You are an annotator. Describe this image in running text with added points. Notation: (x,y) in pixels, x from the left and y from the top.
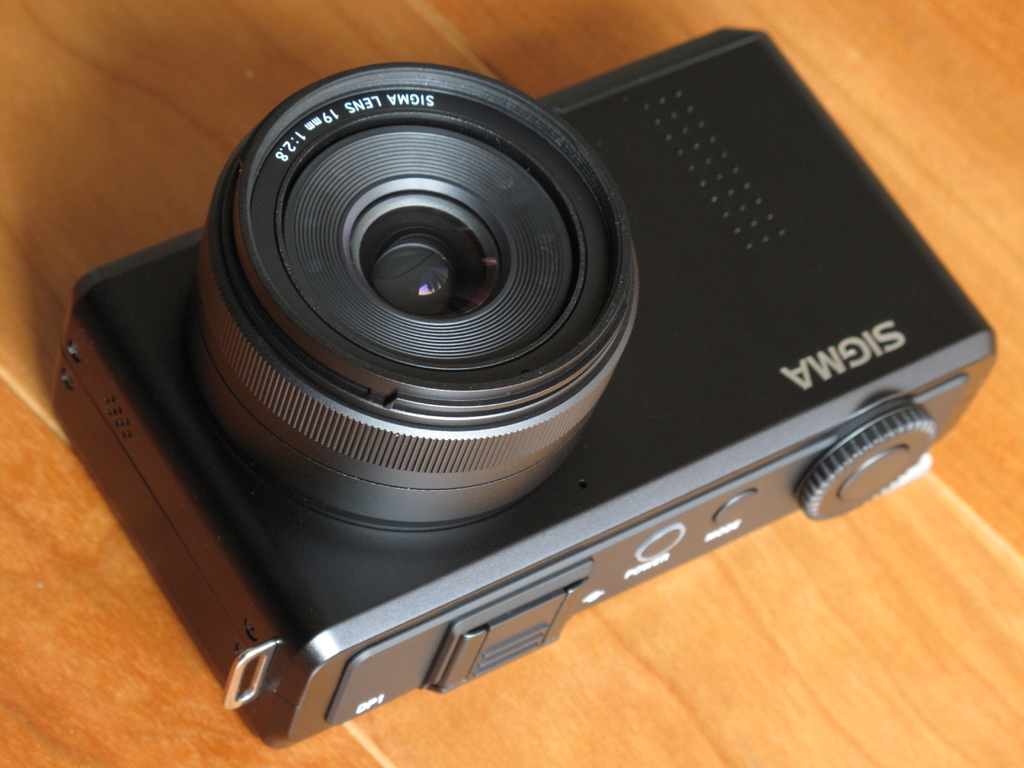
In the center of the image (450,388) a camera (395,324) is present on the table (105,598).
